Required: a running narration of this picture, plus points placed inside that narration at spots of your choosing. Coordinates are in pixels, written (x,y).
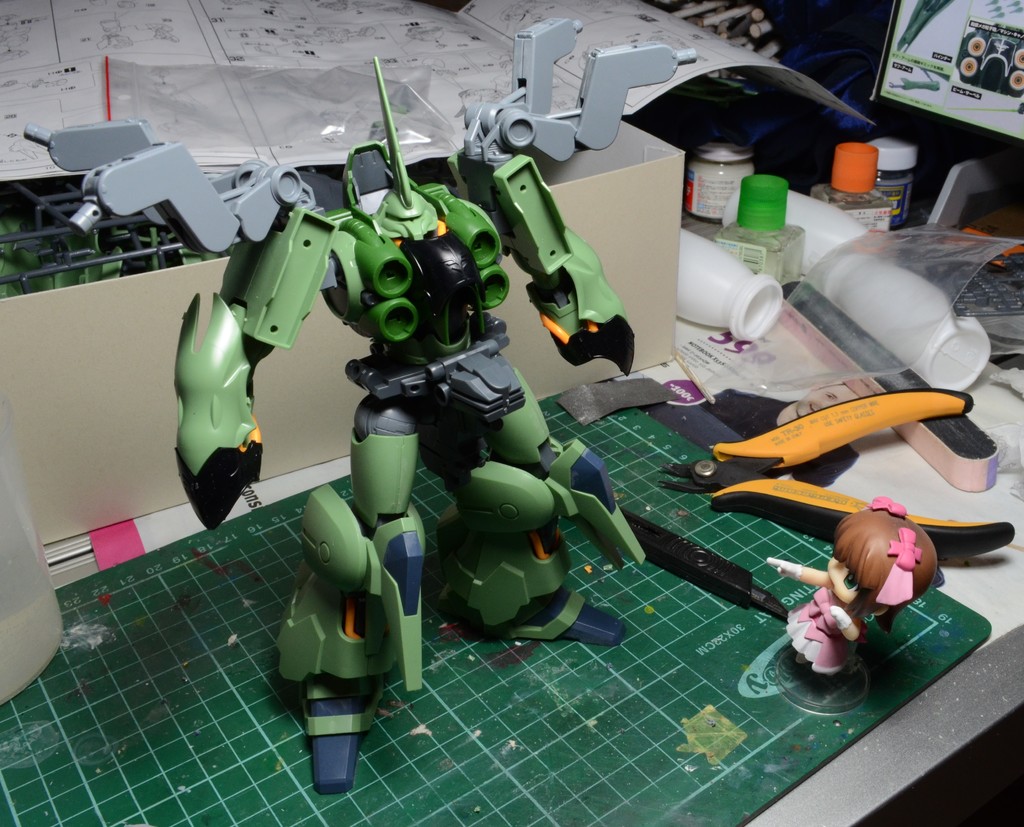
In this image we can see toys (502,455), a cutter (813,490), box (32,369), few bottles (936,354), a screen (931,87), papers (730,347) and few other objects (111,240) on the table (927,715).
